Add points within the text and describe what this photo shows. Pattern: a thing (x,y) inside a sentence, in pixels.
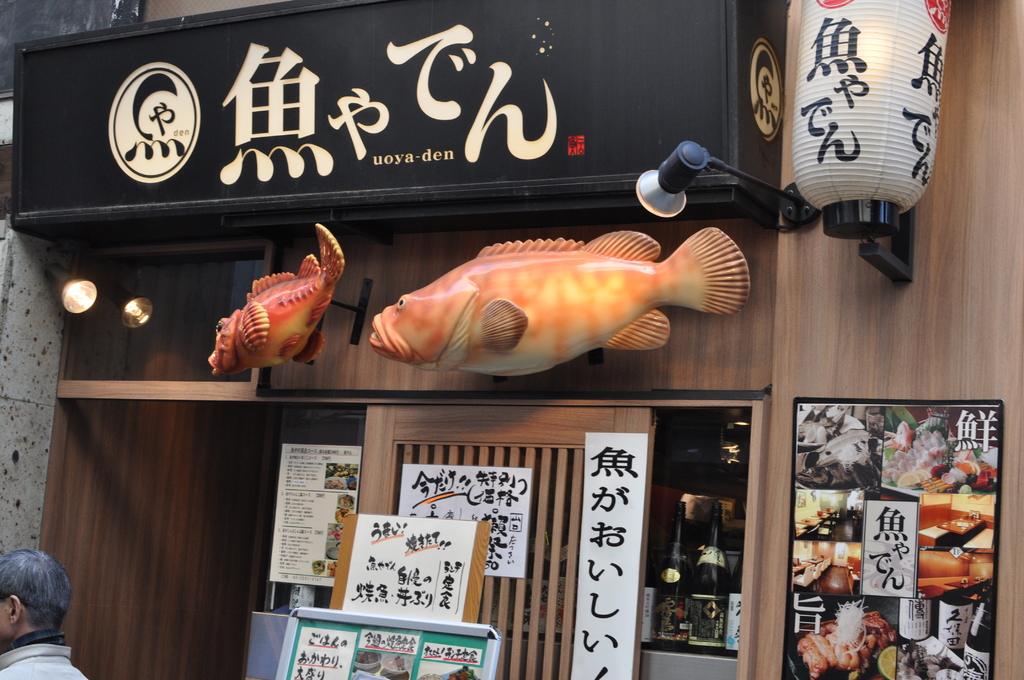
In this picture I can see a person (39,625) in the bottom left hand corner (30,631). I can see led board (310,126) at the top (416,144). I can see lights (682,186) on the right side (833,189). I can see toy fishes (465,347). I can see a board (419,627) at the bottom (418,645).
